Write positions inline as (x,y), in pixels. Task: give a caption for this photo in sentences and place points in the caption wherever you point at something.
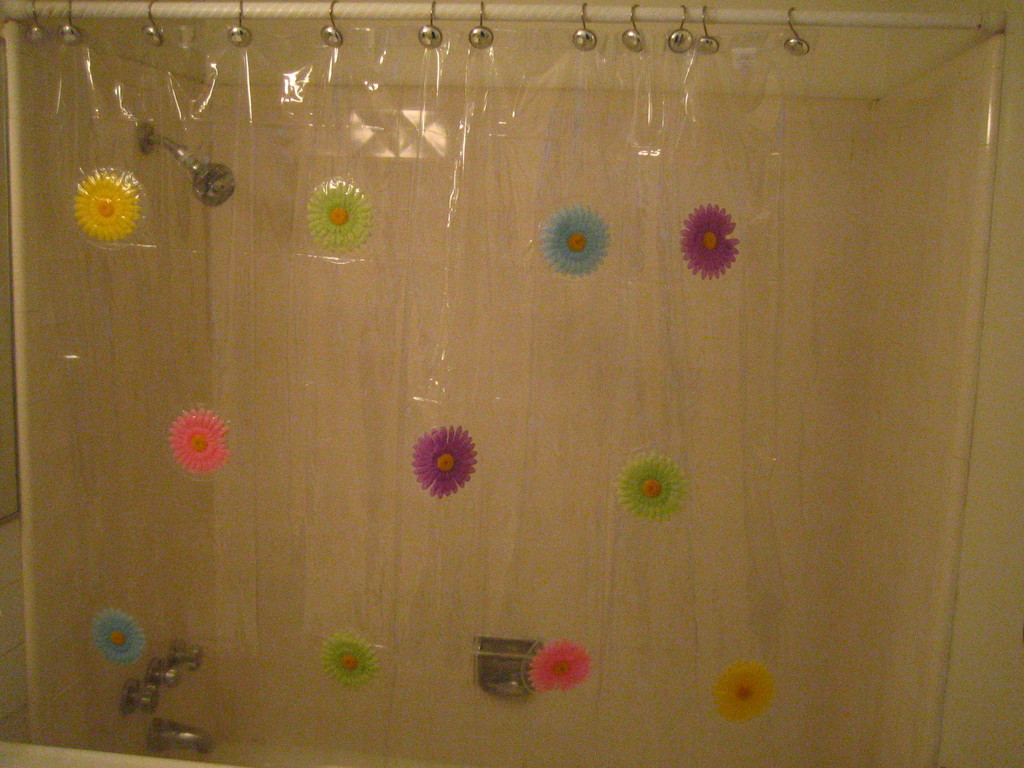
In the center of the image (402,405) we can see the curtain (438,270). Through the curtain (619,374), we can see the wall (462,380), shower head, tap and some objects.
